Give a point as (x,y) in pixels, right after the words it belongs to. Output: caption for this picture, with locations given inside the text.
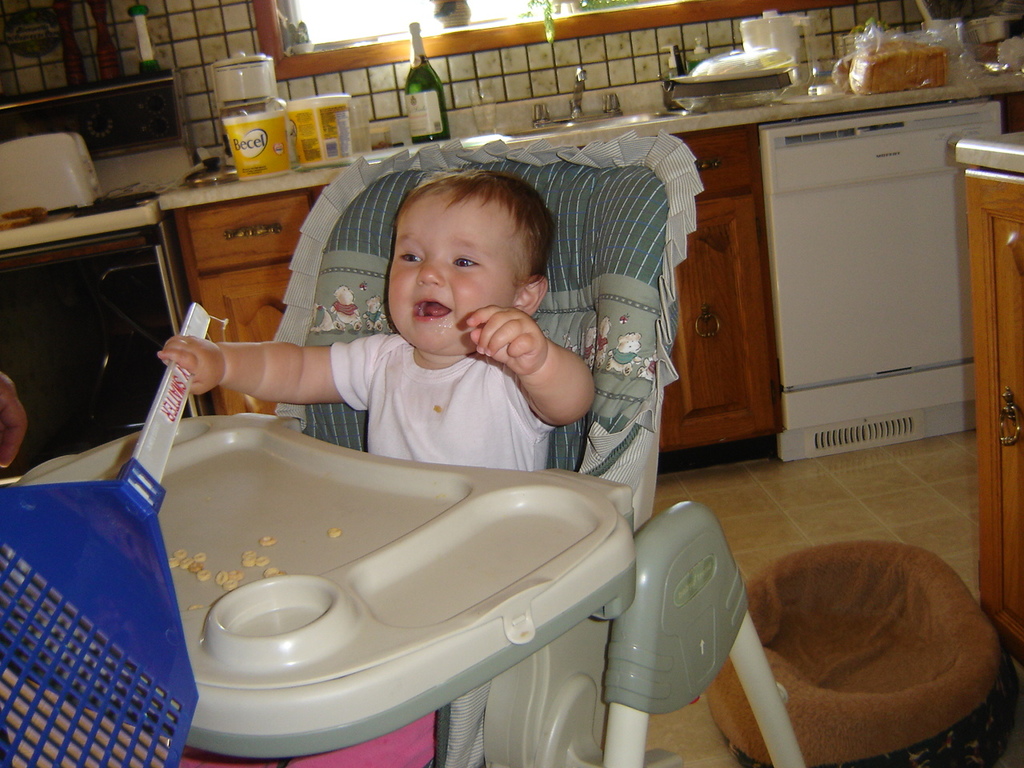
Here a kid (432,443) is sitting on the high chair (432,514) and holding a fly swatter (132,549) in his hand (196,381). In the background (271,300) there are cupboards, grinder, wine bottle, sink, bread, jug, window (385,19) and this is the floor (780,517).
